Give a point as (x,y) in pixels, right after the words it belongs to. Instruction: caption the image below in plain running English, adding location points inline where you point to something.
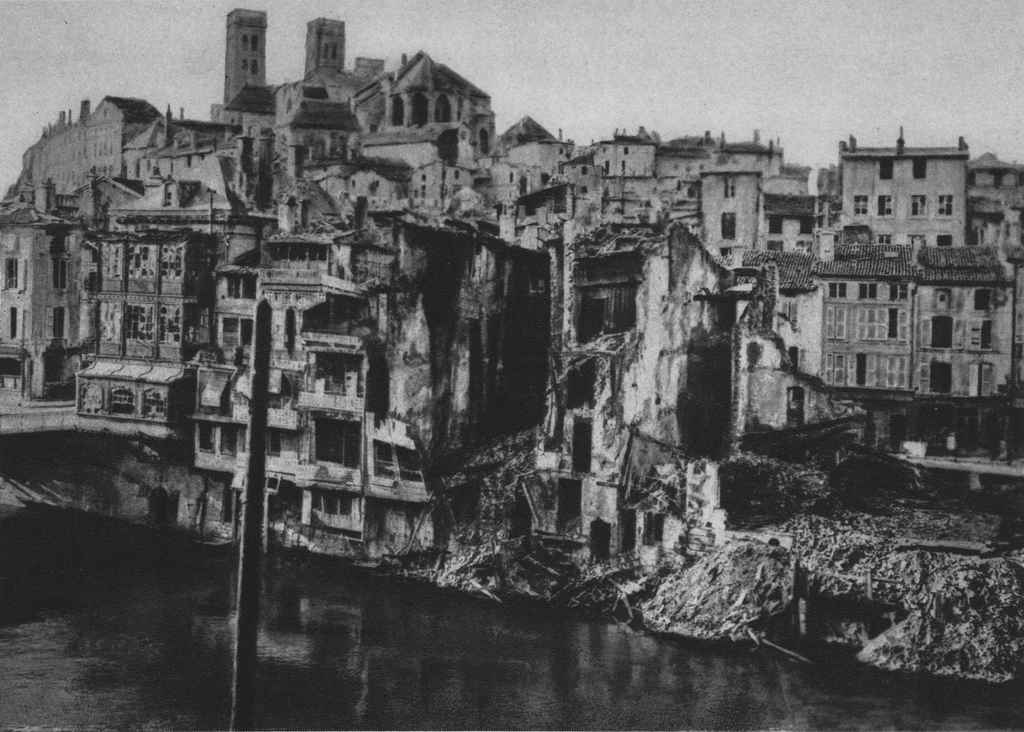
In this image I can see the water (392,694). In the background (533,351) I can see few buildings (524,147) and the sky (640,66) and the image is in black and white.
